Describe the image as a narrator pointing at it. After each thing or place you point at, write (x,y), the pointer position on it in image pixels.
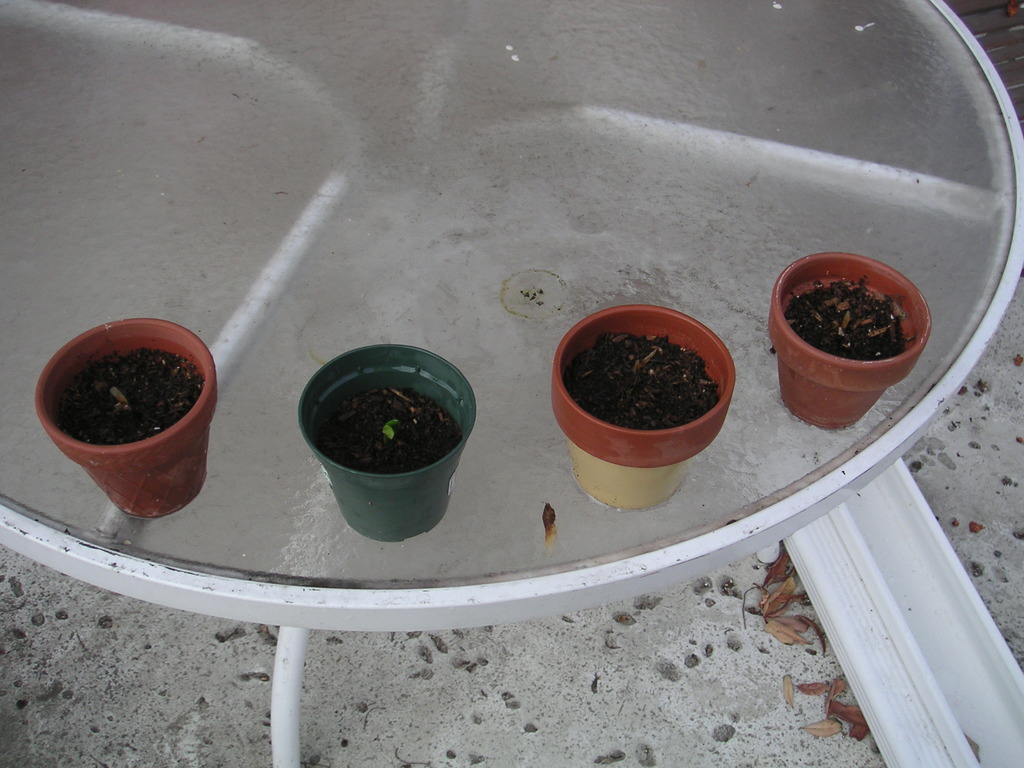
In this image there are a few pots (433,490) with mud (360,449) in it and these pots (418,490) are on the table (487,219).
